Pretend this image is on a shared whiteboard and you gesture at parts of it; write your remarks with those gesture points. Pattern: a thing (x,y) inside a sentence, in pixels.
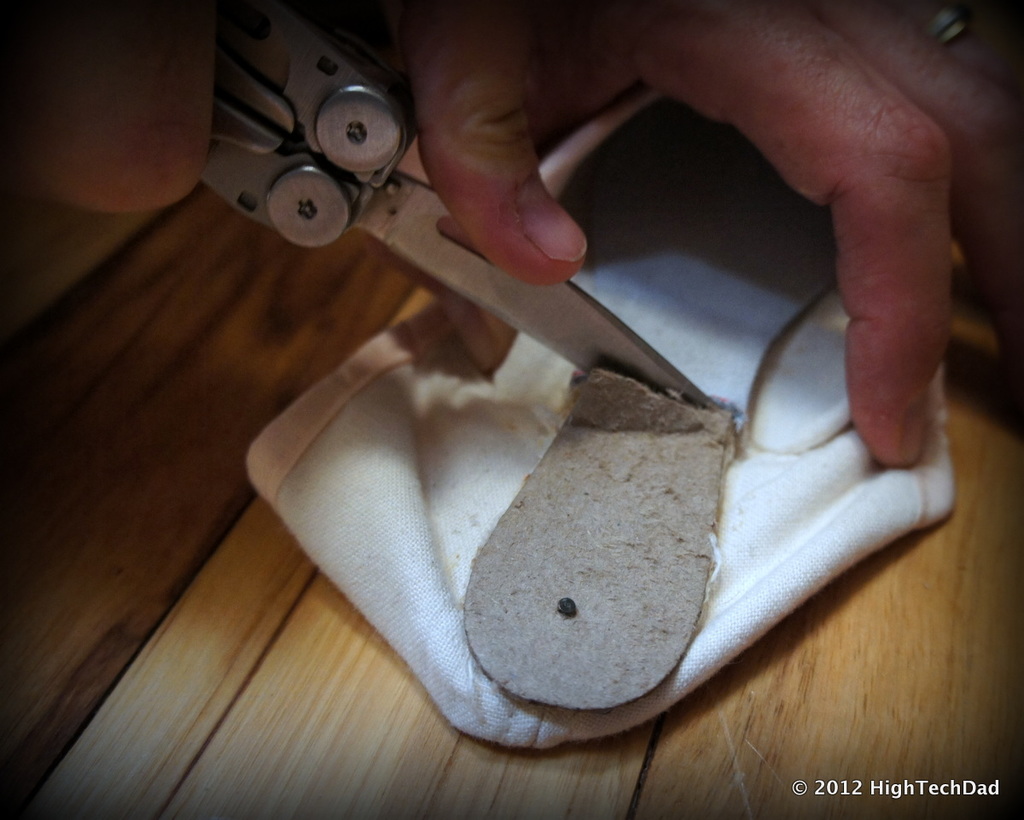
In this image there are two hands (479,208) at top of this image (532,150) and holding a knife (299,51) and there is a white color cloth (470,695) at middle of this image (377,547) and there is one object (546,501) is at bottom of this image (607,605) and this cloth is kept on one table (320,627) and there is one watermark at bottom right corner of this image (800,791).
